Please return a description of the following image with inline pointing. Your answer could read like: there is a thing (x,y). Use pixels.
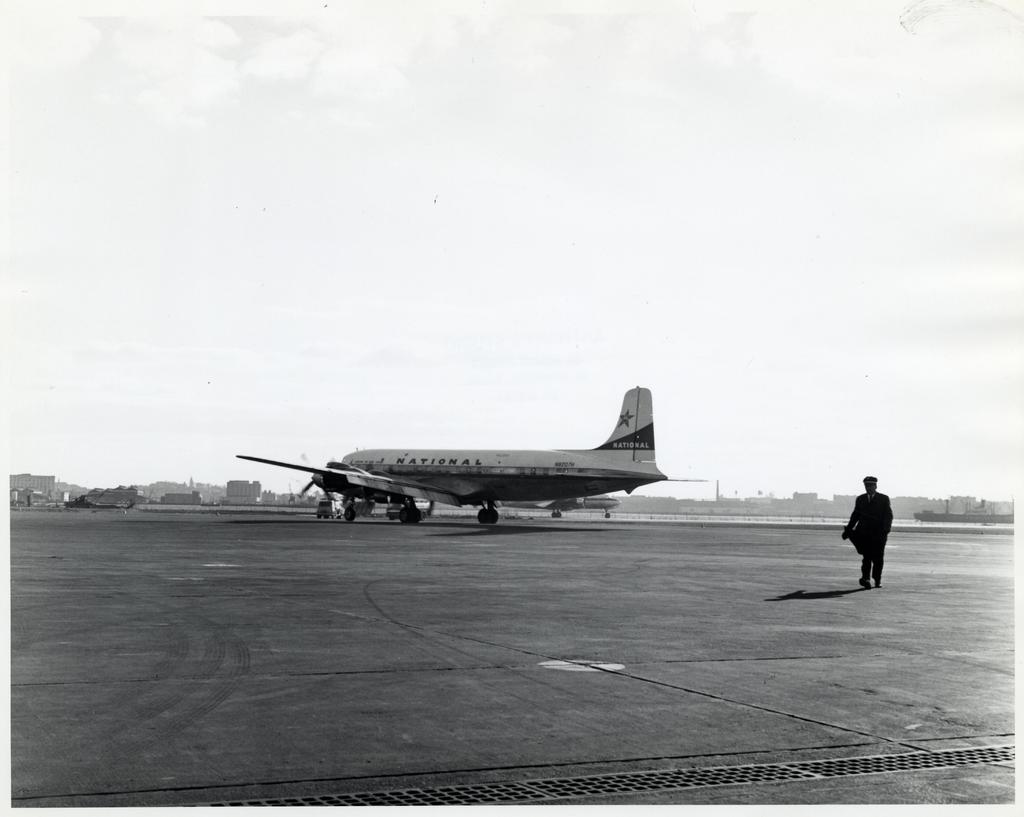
In this black and white image, we can see an airplane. There is a person (871,504) on the right side of the image (877,561). In the background of the image (847,331), there is a sky (218,283).
